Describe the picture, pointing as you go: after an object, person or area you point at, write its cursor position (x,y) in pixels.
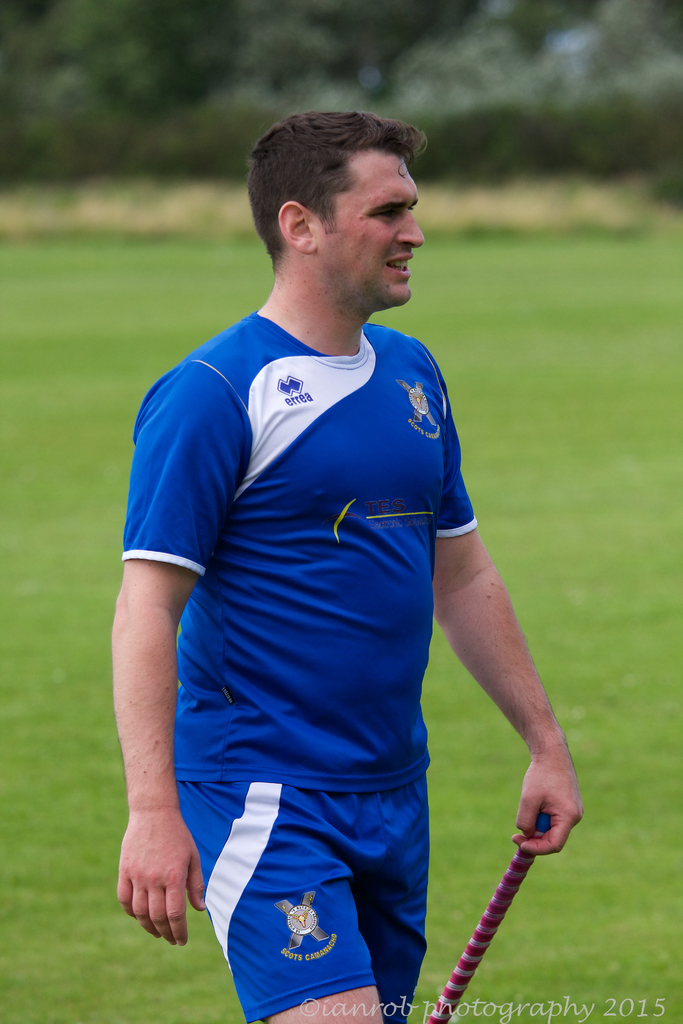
In the image there is a man (405,461), the background of the man (257,600) is blur.
